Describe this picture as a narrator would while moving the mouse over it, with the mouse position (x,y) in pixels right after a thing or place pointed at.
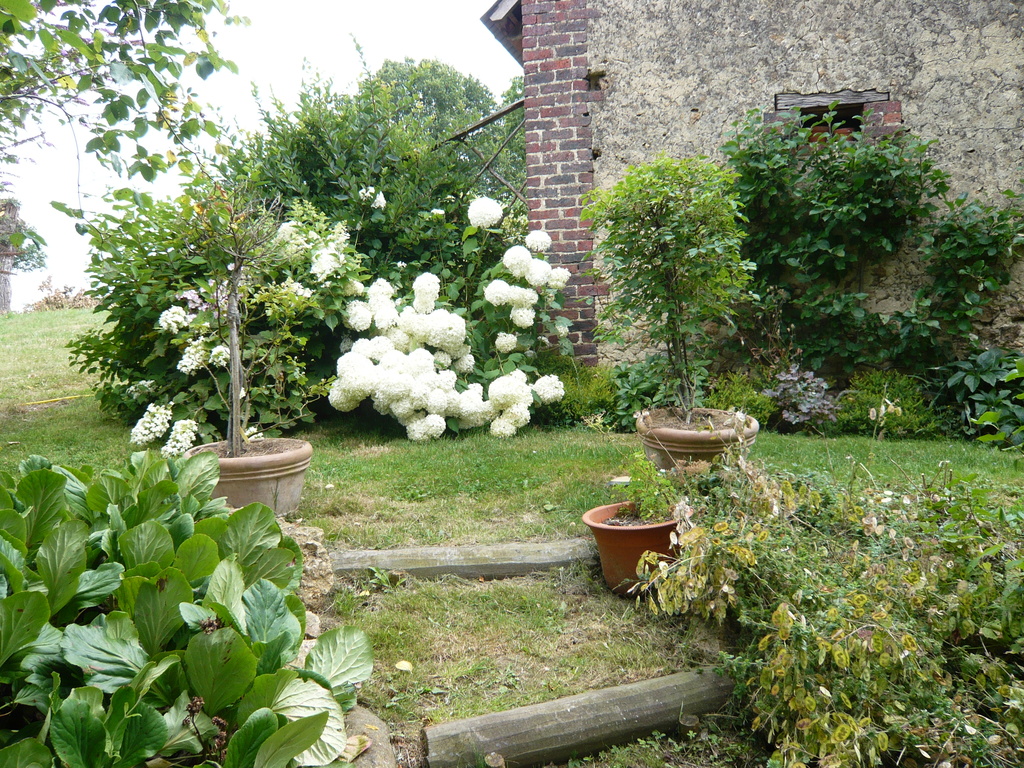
In this picture we can observe some plants (840,641) on the land (444,457). There is some grass (94,425). We can observe some plant pots (291,457). There is a house (626,135) on the right side (742,94). In the background (466,95) there are trees (114,79) and a sky (324,62).
